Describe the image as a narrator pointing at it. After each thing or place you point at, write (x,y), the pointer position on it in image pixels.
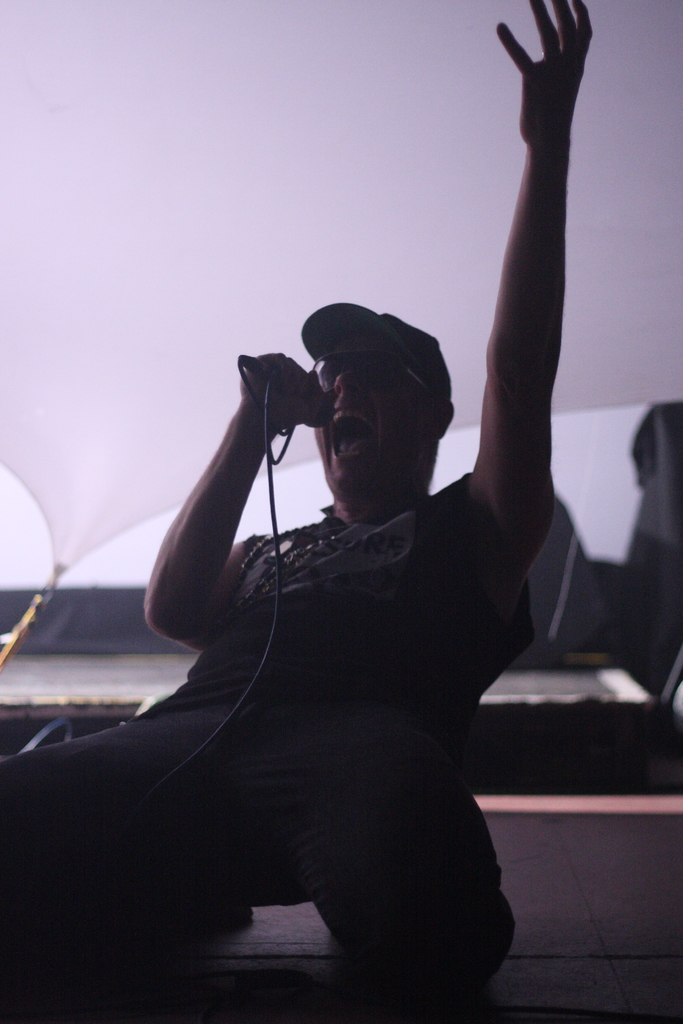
In this image, we can see a person (377,639) is holding a microphone (329,403) and wire (267,390). He is singing and wearing cap (409,343) and goggles (374,375). Background (21,664) we can see few objects (641,709) and cloth (51,416).
